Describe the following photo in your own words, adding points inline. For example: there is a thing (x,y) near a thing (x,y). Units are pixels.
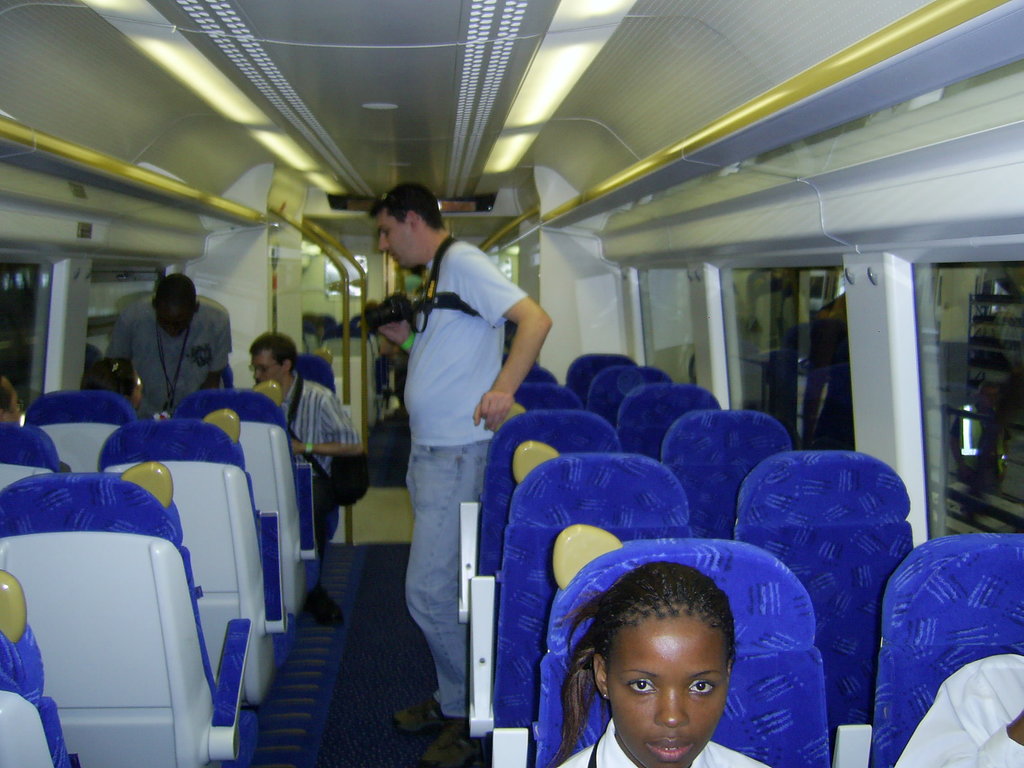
This picture is taken in the vehicle (214,393). Towards the left (66,484) and right, there are blue seats (811,484). In the center (516,391), there is a man (476,388) wearing a grey t shirt (442,328) and holding a camera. At the bottom (638,645), there is a woman (727,613). On the top (331,188), there are lights (313,181).
